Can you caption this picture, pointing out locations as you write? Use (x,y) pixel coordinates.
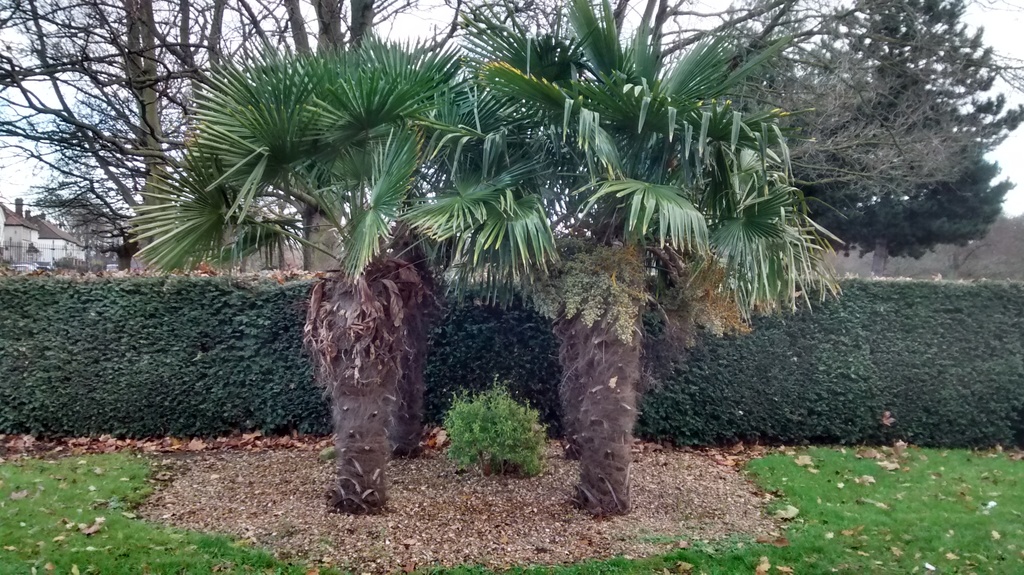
In the center of the image (616,333) there are plants (642,368). At the bottom of the image (876,507) there is grass (942,509) on the surface (951,501). In the background of the image (89,243) there are buildings (17,241), trees (951,50) and sky (975,15).
